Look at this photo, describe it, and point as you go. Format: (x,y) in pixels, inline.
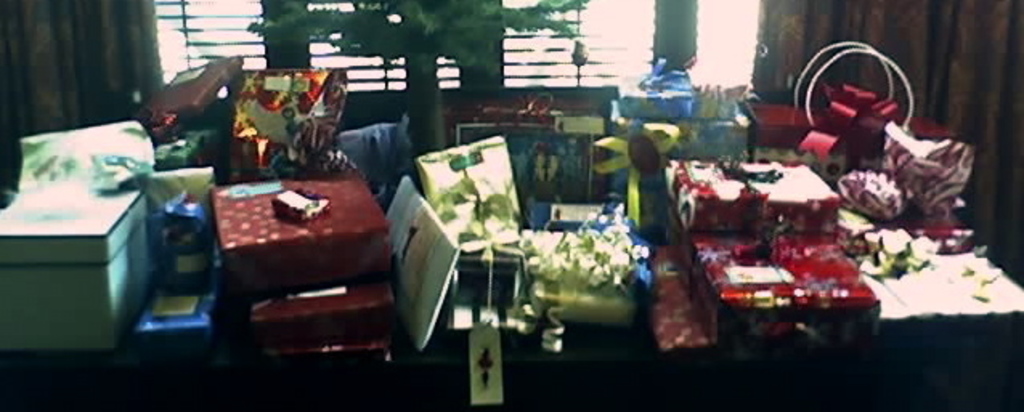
In the foreground of this image (510,284), there are many gift box (489,314) and a tree (423,129) in the middle (426,146). In the background (140,59), there are two curtains (848,38) on the either side and a window (615,40).
